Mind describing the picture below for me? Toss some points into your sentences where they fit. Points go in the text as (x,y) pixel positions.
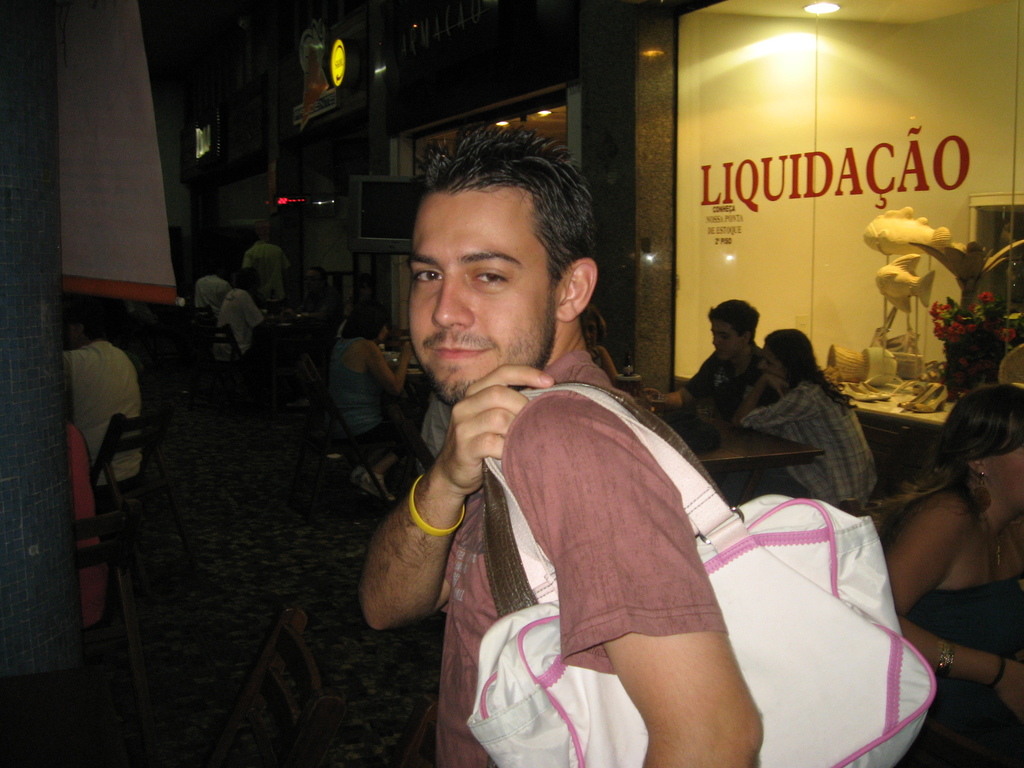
In this image we can see a person (583,660) standing and holding a bag (717,530), also we can see few people (132,409) sitting on the chairs (109,505), there are tables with some objects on it and also we can see the lights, television (386,207), flower vase (965,389), banner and some other objects (964,273).
